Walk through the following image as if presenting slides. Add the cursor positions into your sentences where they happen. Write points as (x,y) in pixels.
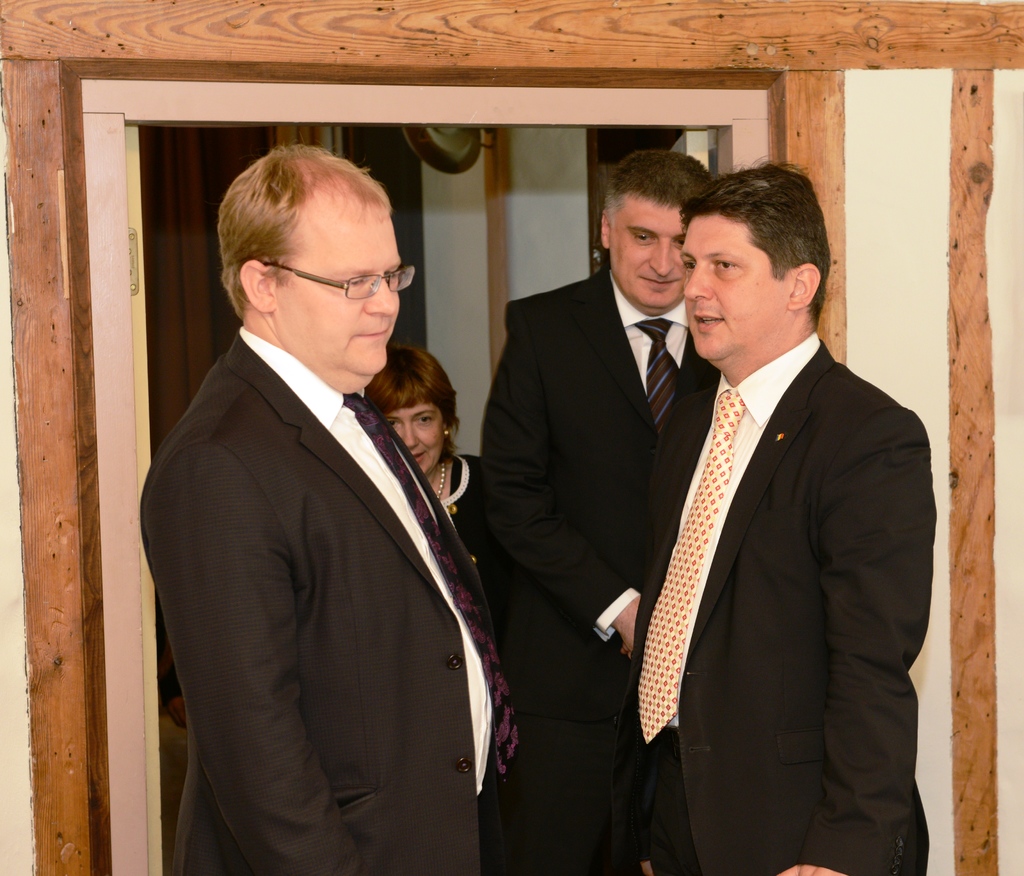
This image is taken indoors. In the background (510,241) there is a wall (514,228) and there is a woman (411,430). In the middle of the image (362,526) three men (386,468) are standing. They have worn suits (417,561), ties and shirts (411,516).
